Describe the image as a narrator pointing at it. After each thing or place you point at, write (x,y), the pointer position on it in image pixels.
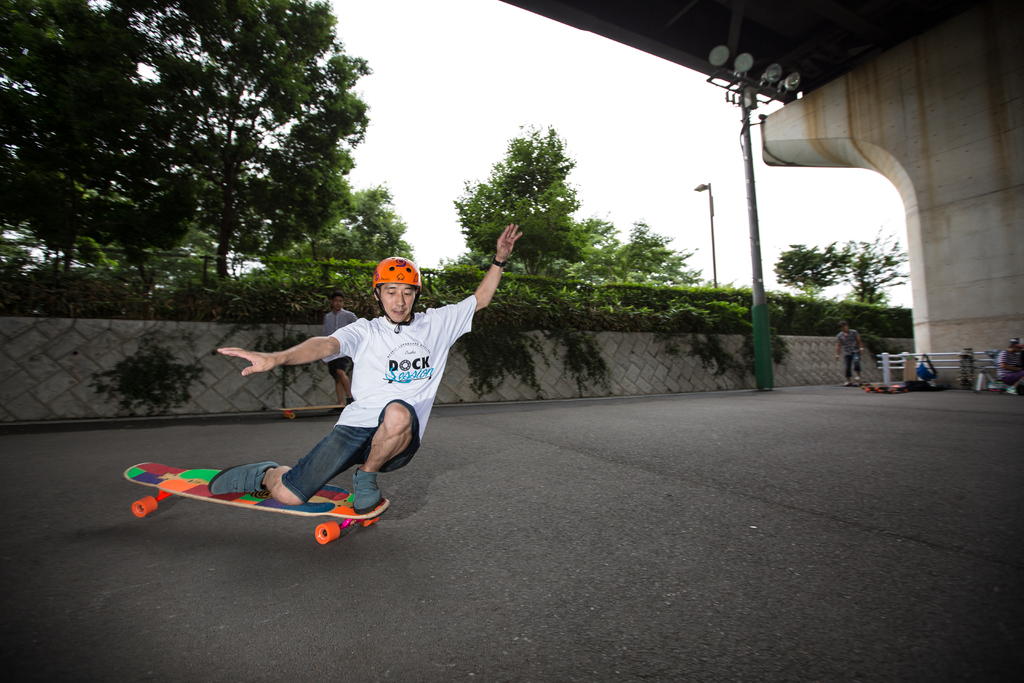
In the center of the image (398,437) we can see a person (423,341) wearing helmet (407,284) and white t shirt (403,386) is skateboarding. In the background (340,381), we can see a person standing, a pole (740,101) with four lights (775,69), metal barricade (935,364), fence (78,319), a group of plants (734,293), trees (621,261) and the sky (445,98).
